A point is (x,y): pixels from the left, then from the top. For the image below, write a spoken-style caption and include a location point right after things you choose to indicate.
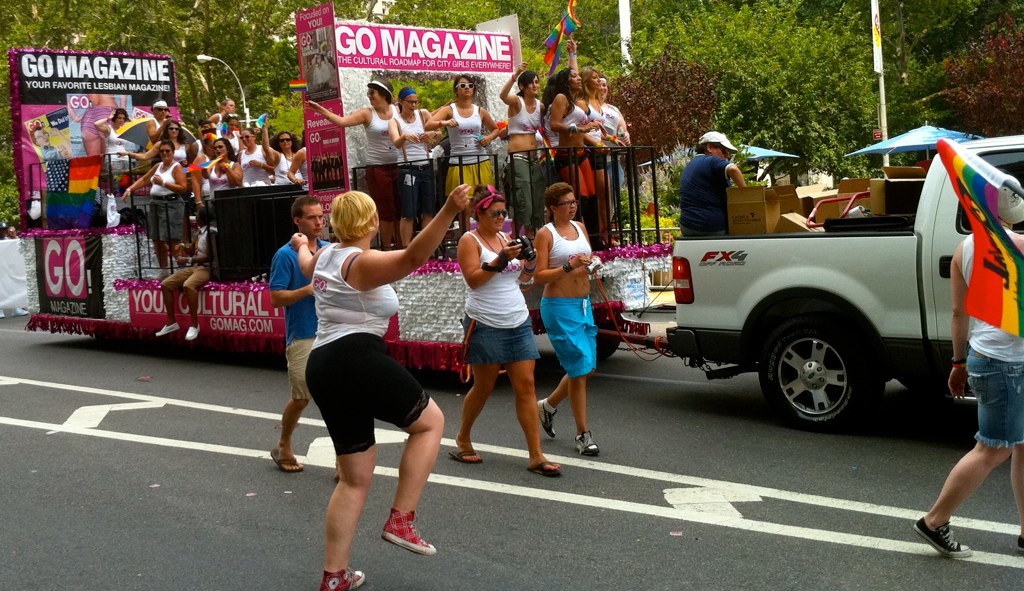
In this image I can see road (519,517) and on it I can see white lines (641,471) and a vehicle (701,311). I can also see number of people (307,382) where few are standing on road (248,510) and few are standing in background (380,176). I can also see something is written at few places and I can also see number of trees (738,90) in background (737,96).
